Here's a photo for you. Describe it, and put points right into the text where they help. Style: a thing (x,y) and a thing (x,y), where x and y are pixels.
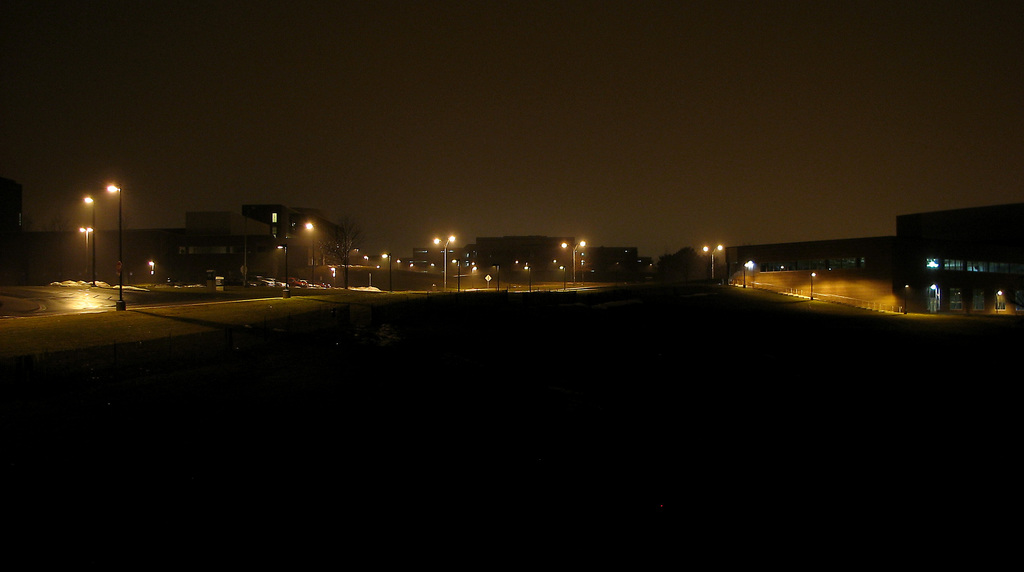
In the background of the image (820,241) there are buildings (152,239), streetlight (114,190).
